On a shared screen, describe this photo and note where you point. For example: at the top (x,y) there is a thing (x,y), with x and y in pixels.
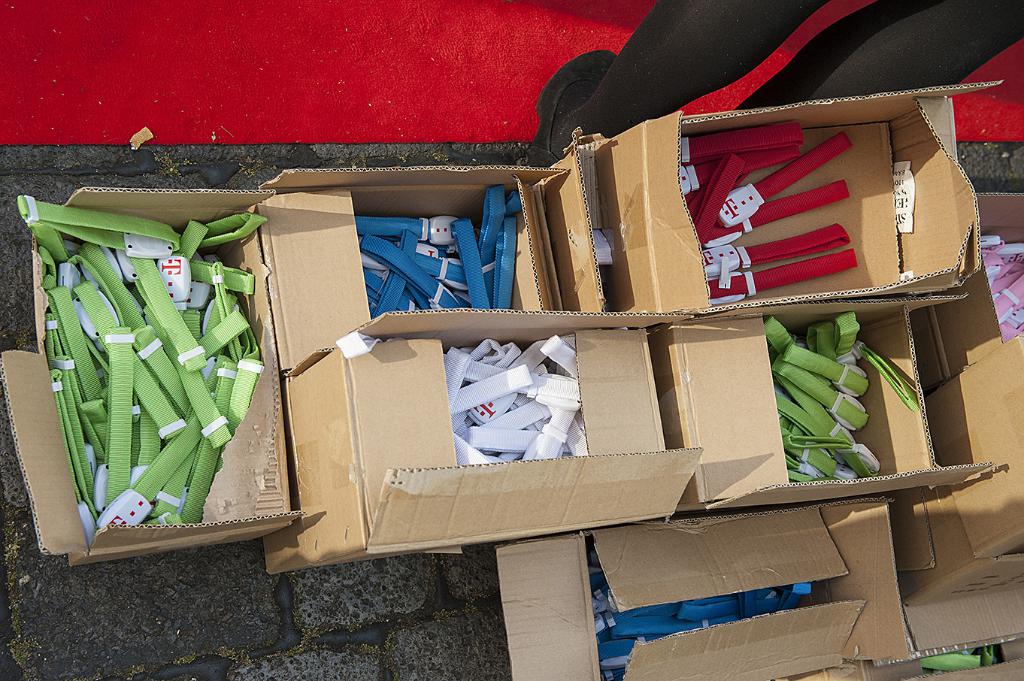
In this image, we can see belts (242,284) in the boxes (252,311), which are placed on the road (258,578) and in the background (664,54), there is a person (849,47) standing on the mat (243,82).
